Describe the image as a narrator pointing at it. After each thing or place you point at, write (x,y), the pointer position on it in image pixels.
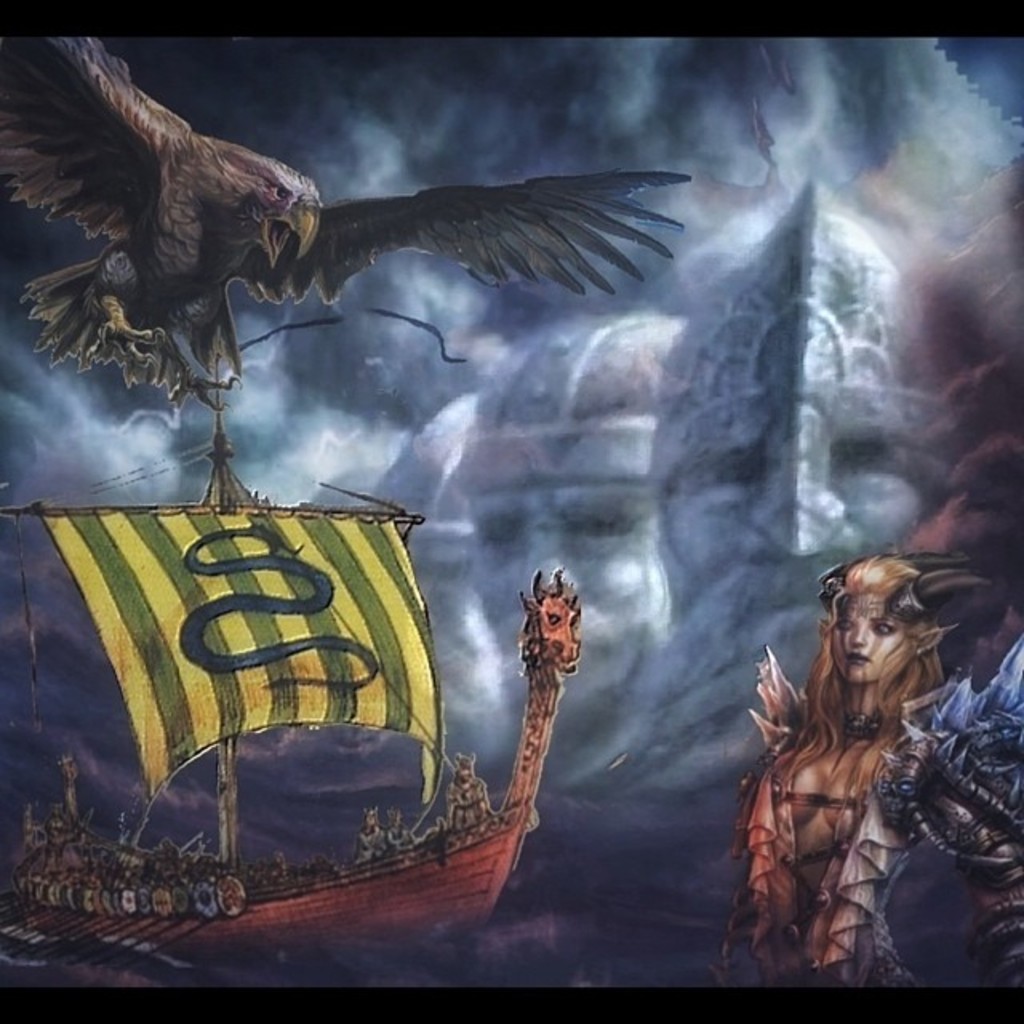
This looks like an animated image. I can see an eagle (224,295) flying. This is a dragon shaped boat (324,891) with paddles (12,926) on the water (9,944). This is the woman (865,656) with horns (943,594). In the background (744,431), I can see the faces (546,478) of two people (648,461) in the clouds (706,163).
